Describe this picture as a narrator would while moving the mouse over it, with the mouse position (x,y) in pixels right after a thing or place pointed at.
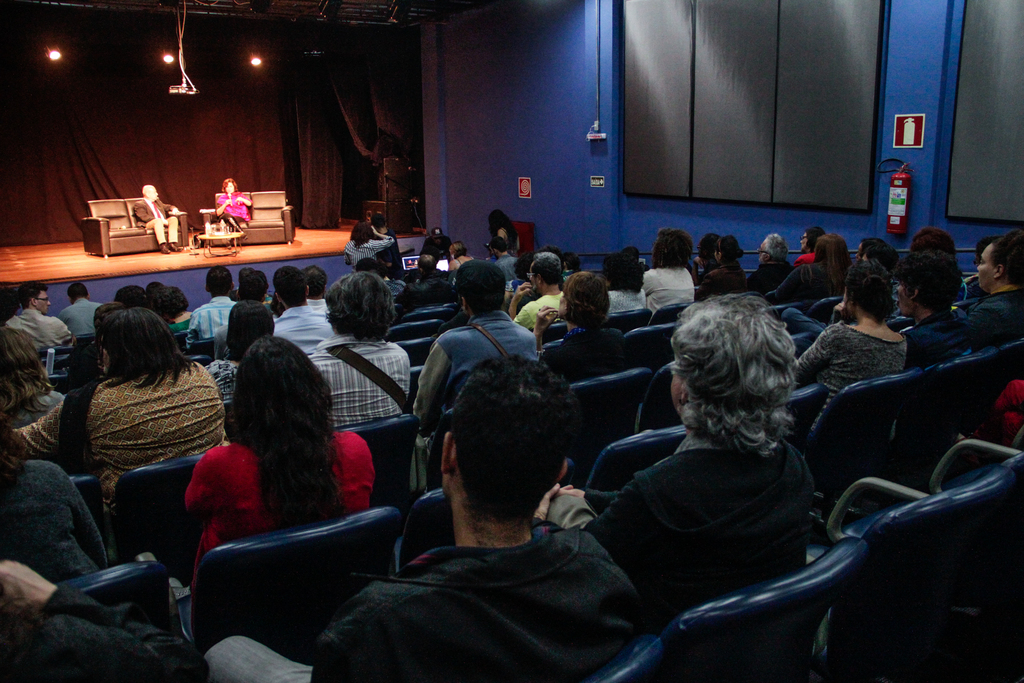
In the center of the image (512,288) there are people (565,625) sitting on chairs (410,313). In the background of the image (165,248) there two people (224,195) sitting on chairs (276,195) on the stage (208,249). There is a black color cloth (185,128). There is wall (481,109).
